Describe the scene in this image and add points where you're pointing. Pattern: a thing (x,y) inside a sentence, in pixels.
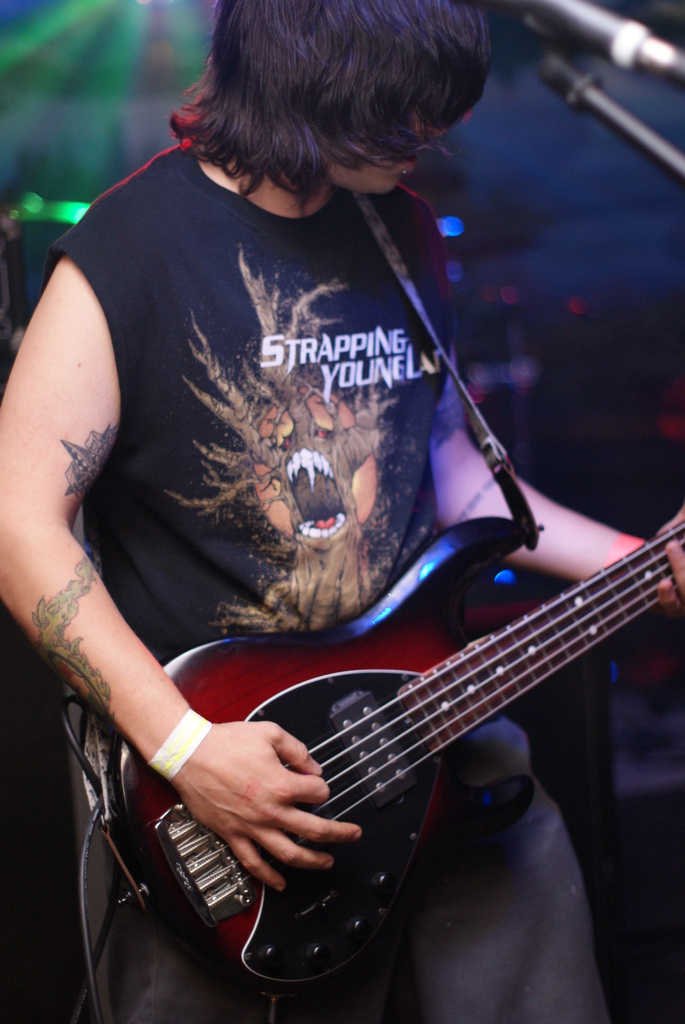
In this image the person (310,525) is standing and playing a musical instrument (332,844). He has tattoo (81,469) on his hand (57,629).
